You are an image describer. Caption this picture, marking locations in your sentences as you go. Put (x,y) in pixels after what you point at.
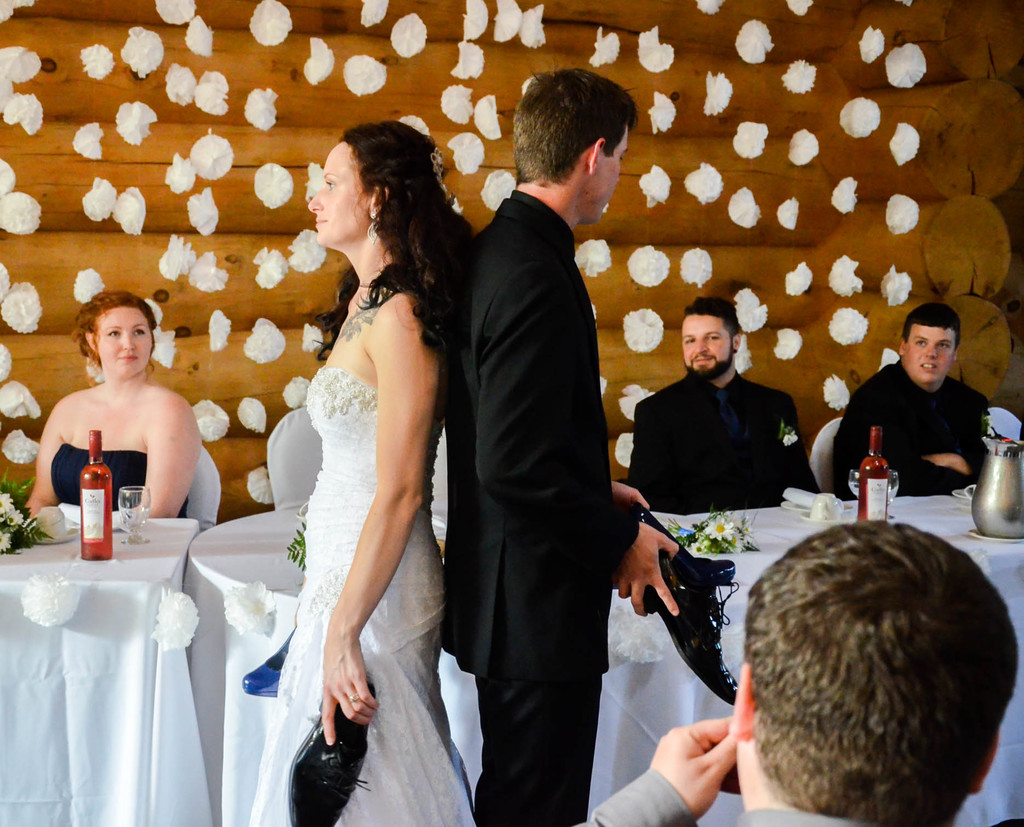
In this image there are group of persons (635,429) sitting on the chair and at the middle of the image (464,413) there are two persons (511,420) wearing black dress (478,435) and white dress (398,802) standing and holding shoes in their hands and at the background of the image (242,625) there are some bottles (91,553), glasses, jugs (1001,504), flowers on top of the table (767,532).
